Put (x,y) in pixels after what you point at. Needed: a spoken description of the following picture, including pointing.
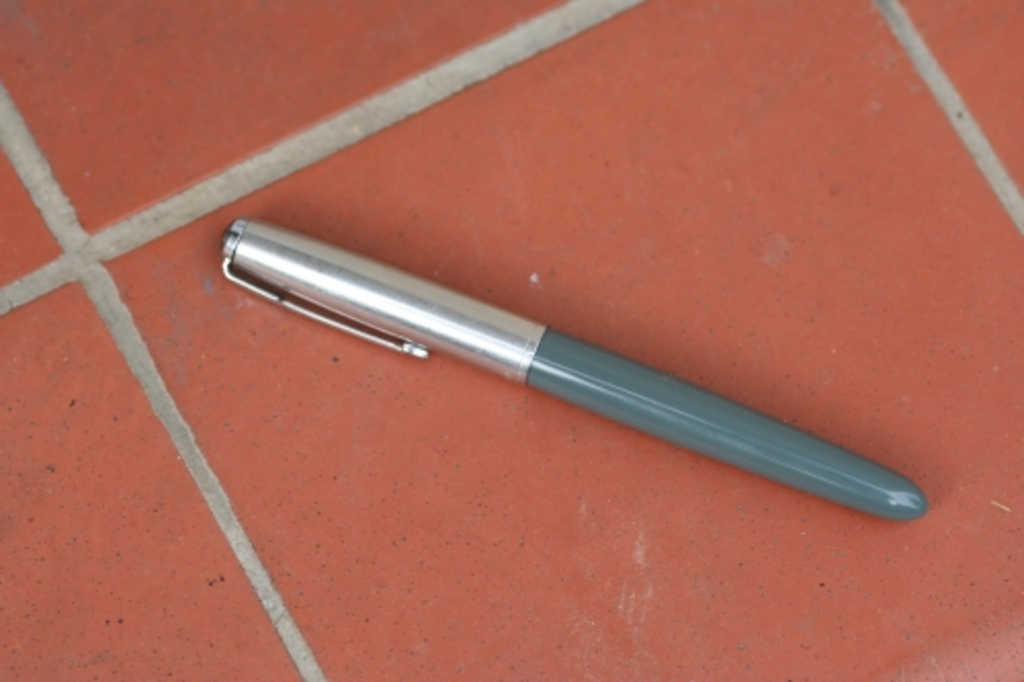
In this image there is a pen (503,355) on the red color floor (354,501).
